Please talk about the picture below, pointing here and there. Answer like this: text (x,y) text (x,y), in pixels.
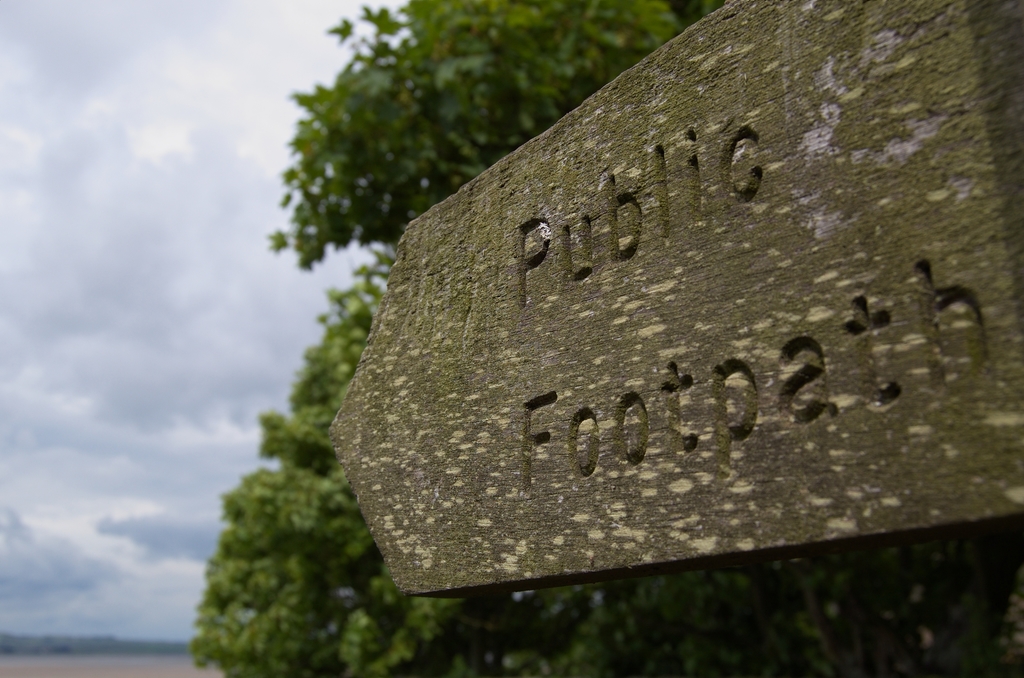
In this image, we can see some trees (368,635). There is a board (778,447) in the middle of the image (451,355). There are clouds (210,325) in the sky (181,298).
